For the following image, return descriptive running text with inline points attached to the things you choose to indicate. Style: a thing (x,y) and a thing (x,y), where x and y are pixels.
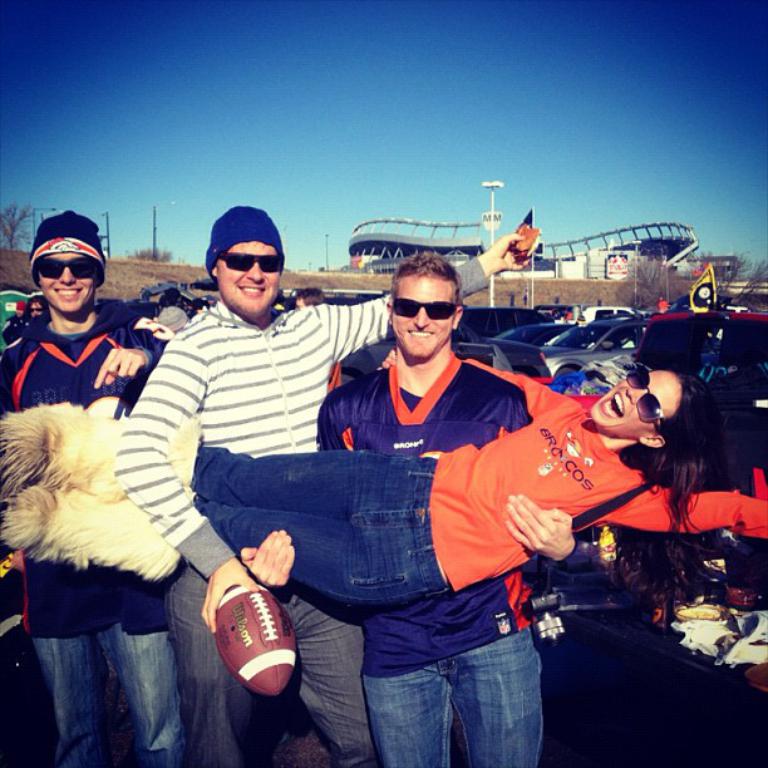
In this image I see 3 men (263,562) holding a woman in their hands (272,572). I also this man (204,529) is holding a ball (221,609). I can see that all of the men (452,264) and this woman (636,369) is smiling. In the background (576,355) I see the cars (579,366), a building (365,236) and the sky (318,192).
